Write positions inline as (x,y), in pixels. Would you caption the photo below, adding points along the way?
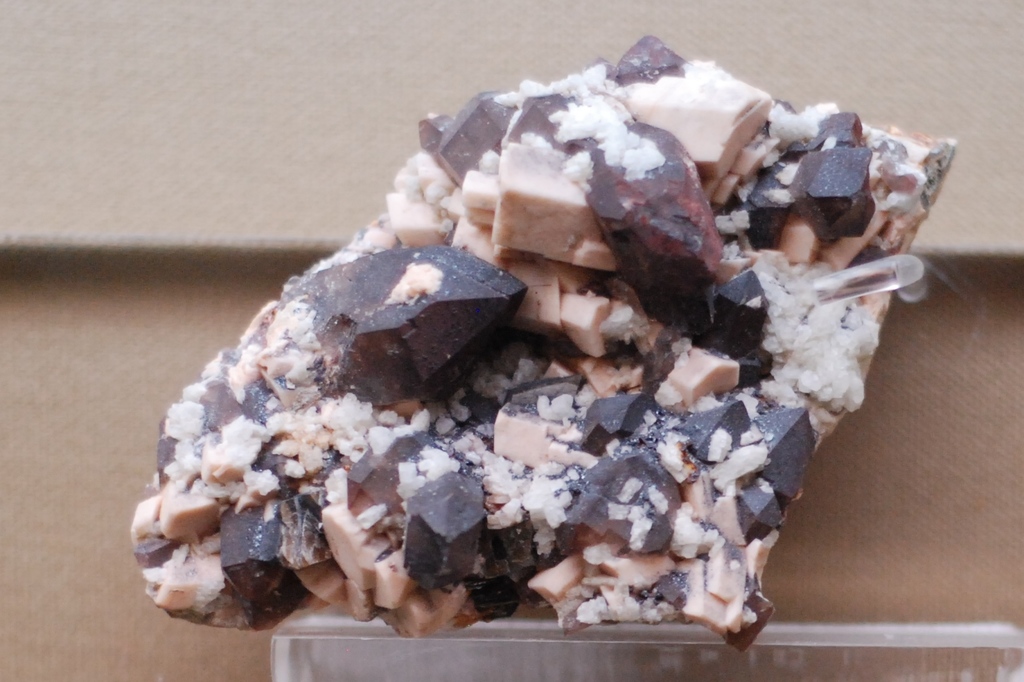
In the image in the center (568,315), we can see some mineral specimen (611,473), which is brown and cream color. In the background (225,293) there is a board (80,128).
